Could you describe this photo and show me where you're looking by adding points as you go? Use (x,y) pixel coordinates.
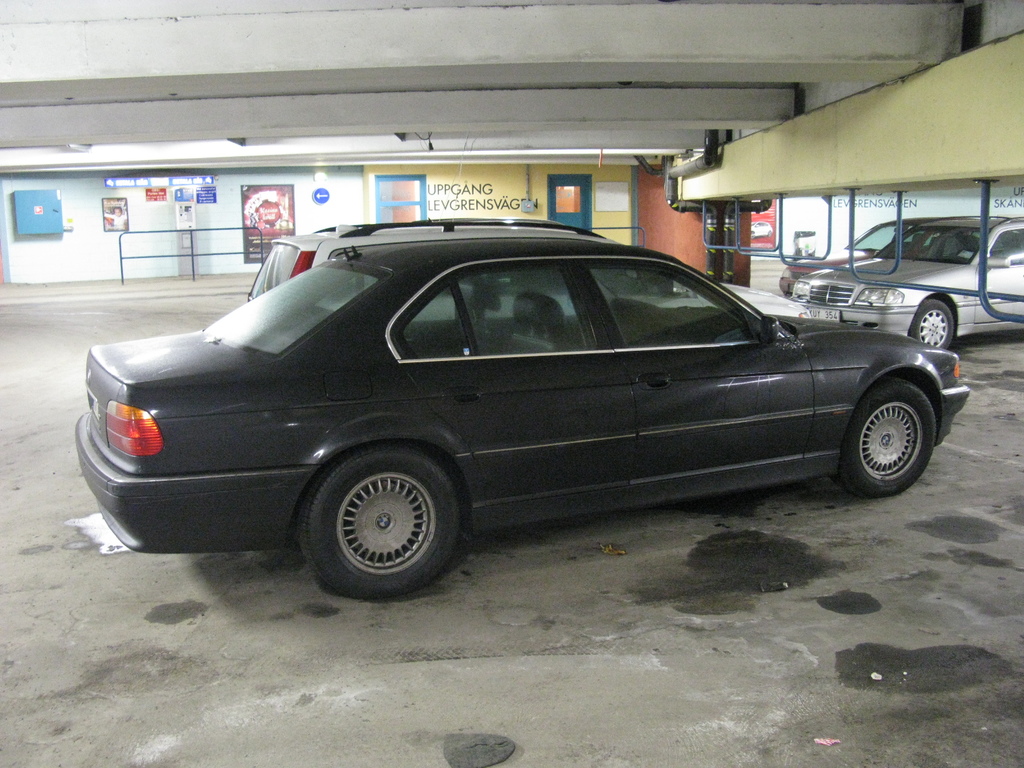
In this picture we can see some vehicles (579,282) are parked. At the top of the vehicles (815,285) there are iron rods (780,227) and pipes (735,223). Behind the vehicles (398,284) there's a wall (326,180) with a door (561,210), a light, posters (261,209) and some objects (526,204).
